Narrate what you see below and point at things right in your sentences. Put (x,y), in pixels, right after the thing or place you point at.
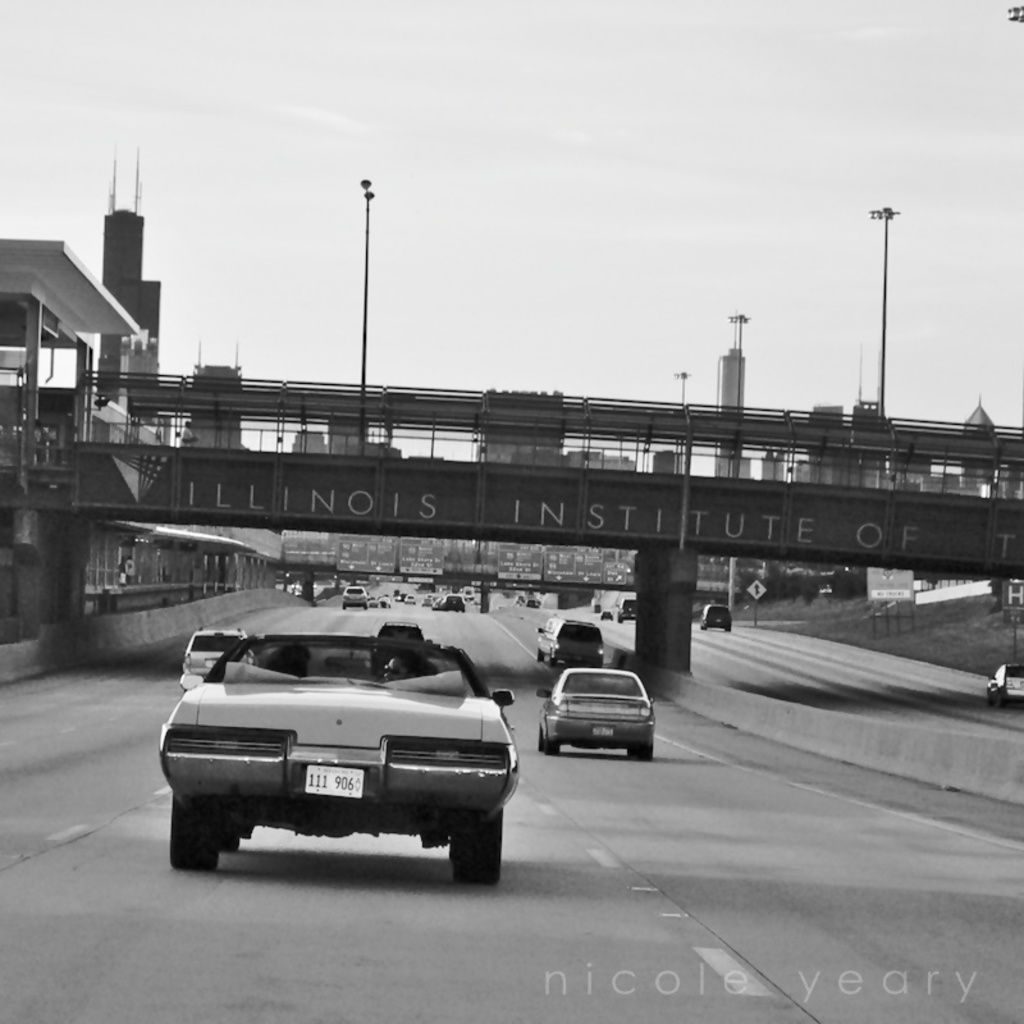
This is a black and white picture of many cars (208,715) going on the road (725,649) on either side with a foot over bridge (615,518) in the middle (352,441) and over the background there are buildings (819,409) and above its sky (597,93).
